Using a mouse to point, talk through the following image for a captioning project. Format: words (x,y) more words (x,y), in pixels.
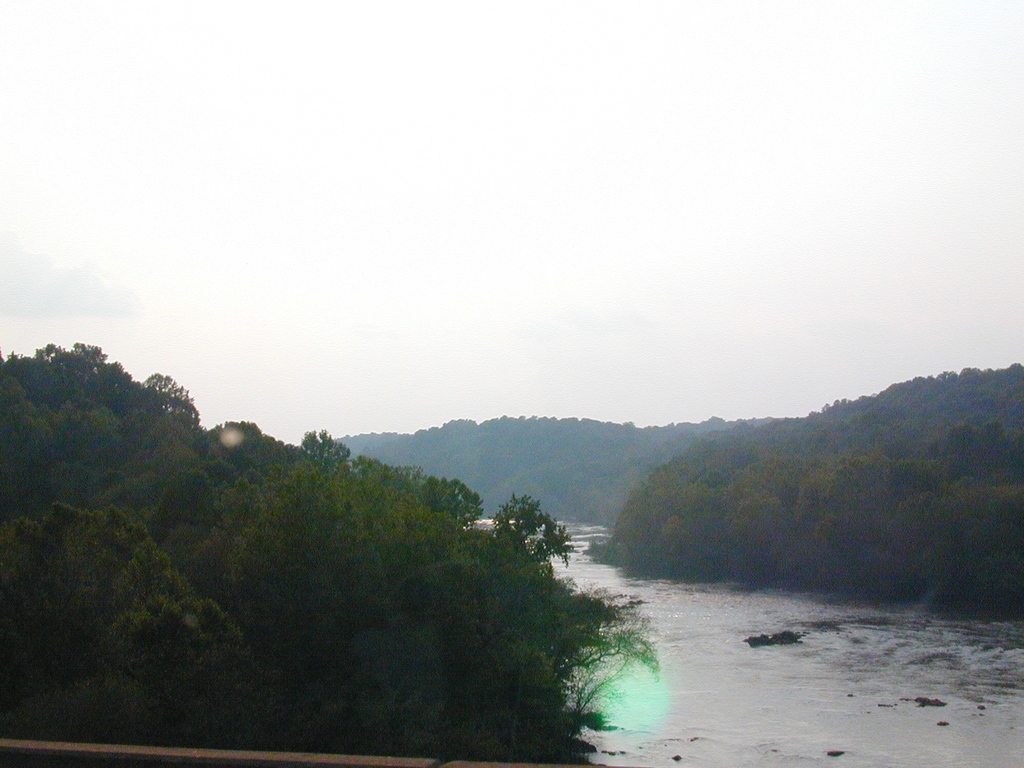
In this image we can see a river (695,654). On the sides of the river (742,673) there are trees (705,449). In the background (738,243) there is sky (609,149).
